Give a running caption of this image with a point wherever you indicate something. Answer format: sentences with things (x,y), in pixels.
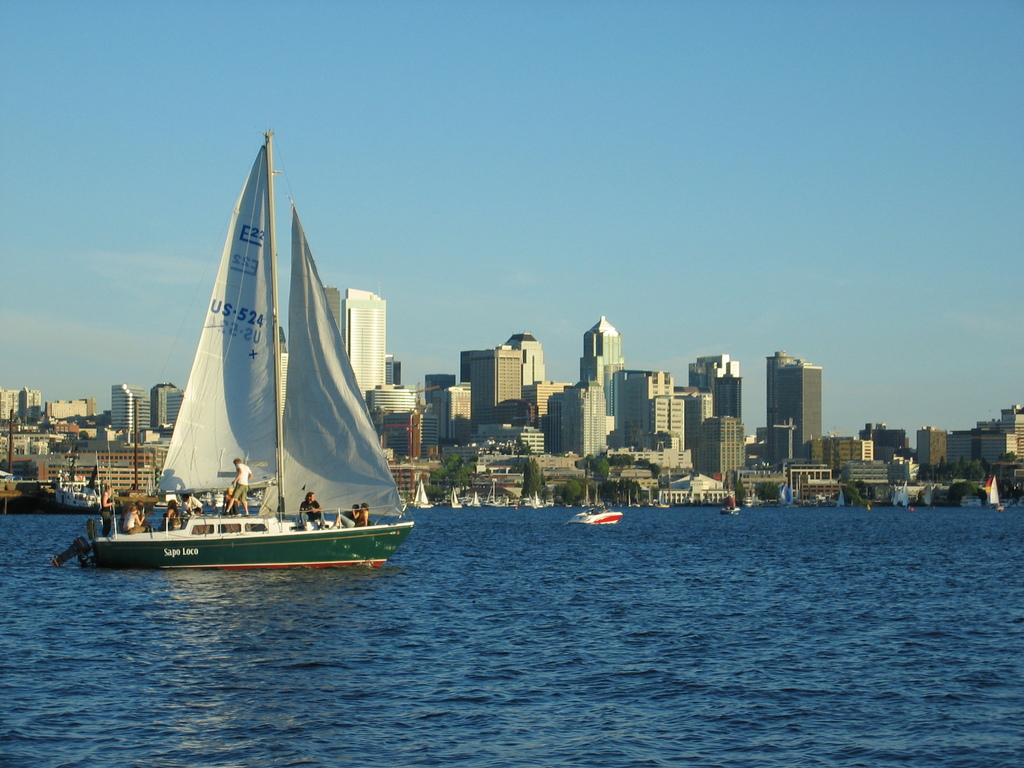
In this image I can see water (292,760) in the front (487,640) and on it I can see few boats (422,490). On the left side of this image (231,508) I can see number of people (306,502) on one boat (381,533). In the background (632,431) I can see number of buildings (618,470), cloud (170,256) and the sky (822,255). I can also see few trees (584,482) in the background (609,459).
